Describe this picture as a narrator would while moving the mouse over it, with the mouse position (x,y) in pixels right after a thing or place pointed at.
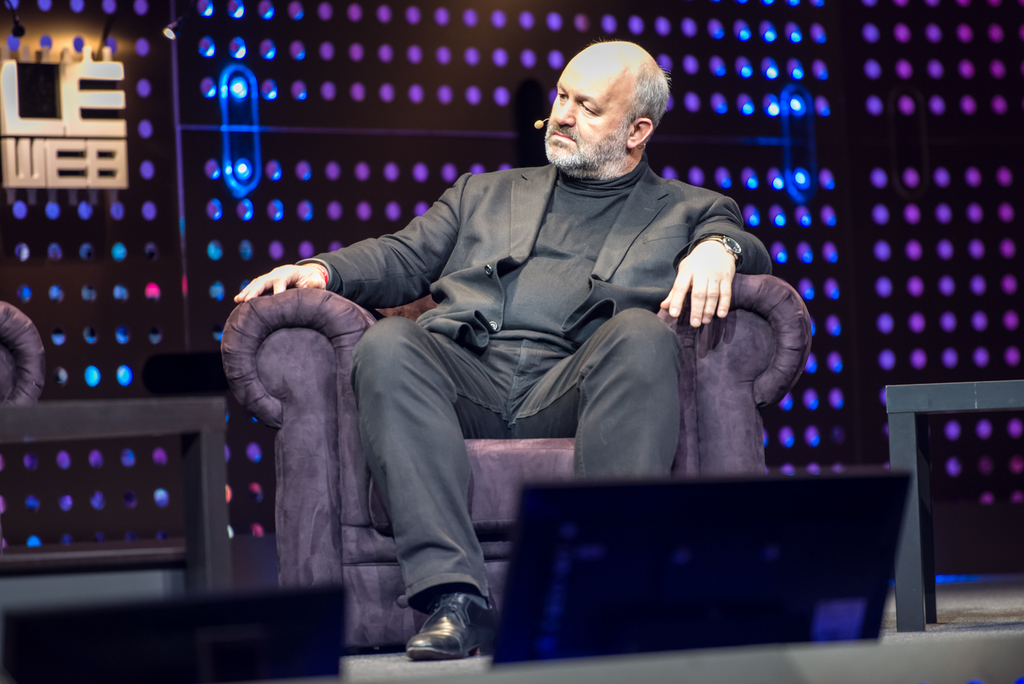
There is a person (515,256) wearing mic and watch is sitting on a chair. On the right side (931,397) there is a table (899,389). In the front (327,627) there are some items (687,565). In the back (213,152) there is a wall (236,115) with lights (263,50) and something written.
